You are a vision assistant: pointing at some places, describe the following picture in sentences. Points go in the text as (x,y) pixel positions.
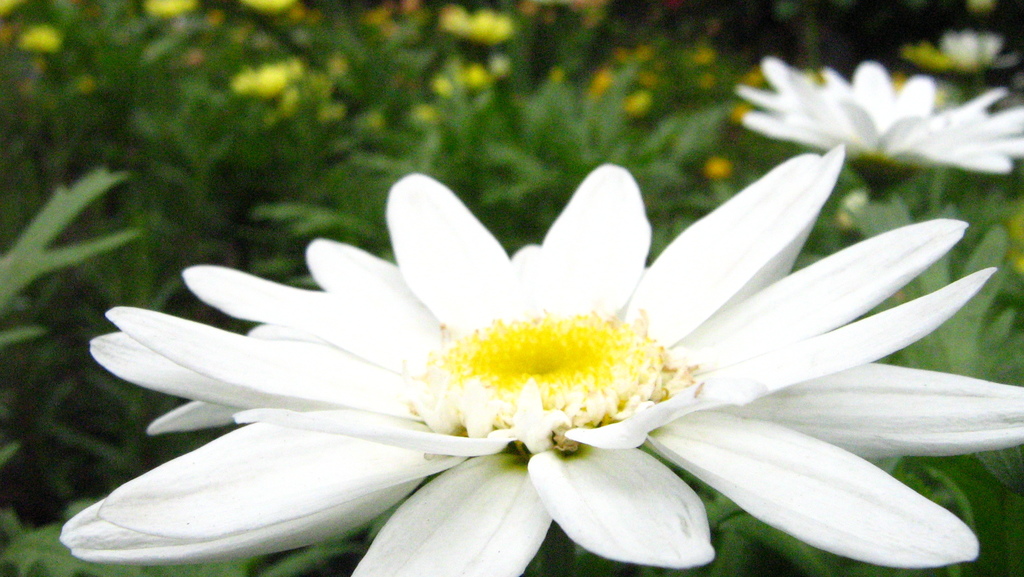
This image is taken outdoors. In the background (64,256) there are a few plants (145,111) with green leaves (574,94) and there are a few flowers (879,113). In the middle of the image (613,375) there are a few flowers (481,469) which are white in color.
